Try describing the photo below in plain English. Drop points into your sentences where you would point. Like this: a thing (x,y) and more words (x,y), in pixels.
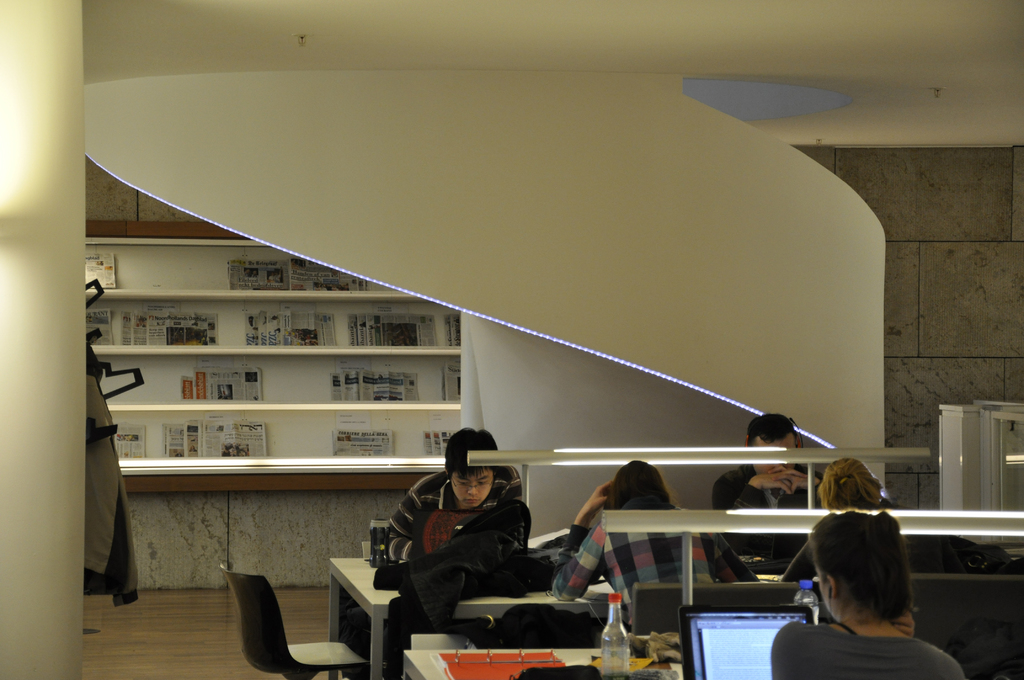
In this picture there are some people (575,561) sitting in the chairs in front of a tables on which some files (499,666), water bottles (617,654), laptops (747,639) were placed. There are both men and women (789,665) in this picture. In the background (322,415) there's a shelf (322,415) in which some news papers (179,335) were placed in it.
